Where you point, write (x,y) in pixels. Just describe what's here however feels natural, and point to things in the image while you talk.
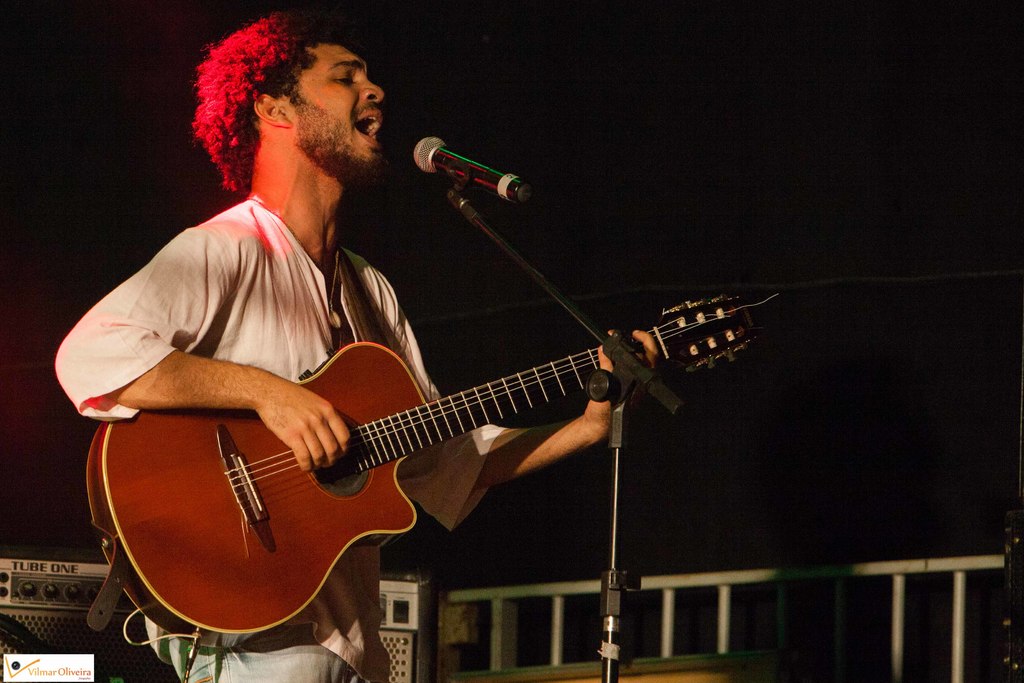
In this image i can see a man (161,390) holding a guitar (401,516) in his hand (643,339). I can see a microphone (524,184) in front of him, and in the background (47,589) i can see a musical set (46,609) and a railing (659,633).
